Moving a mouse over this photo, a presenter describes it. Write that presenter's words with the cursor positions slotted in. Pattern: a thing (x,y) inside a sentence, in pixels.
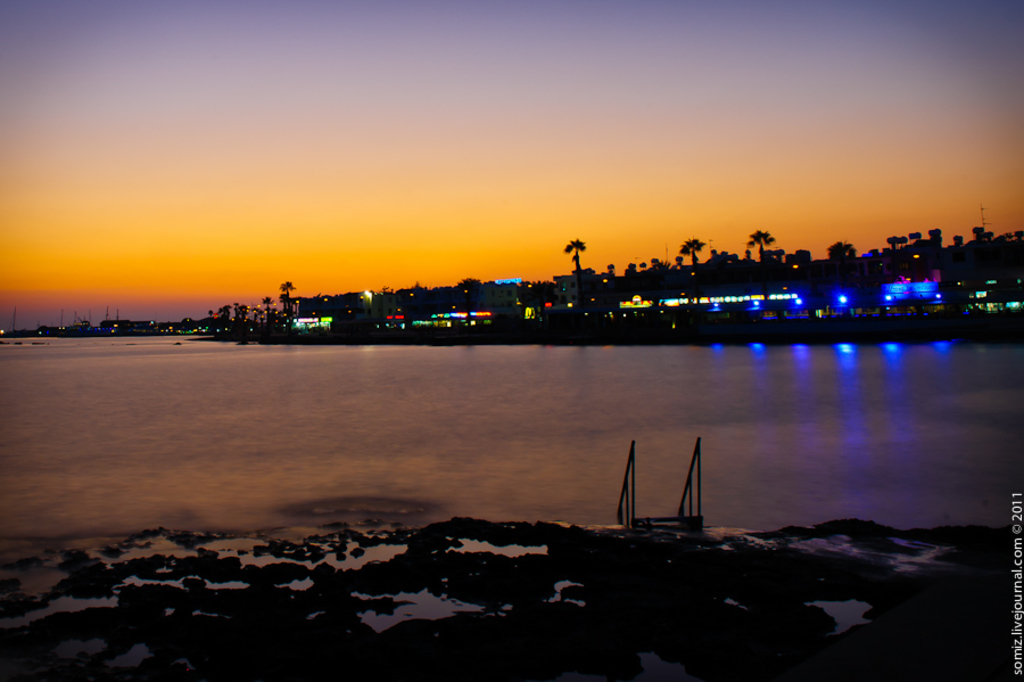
In this image there is the sky (477,144) towards the top of the image (507,121), there are trees (694,245), there are buildings (656,268), there are lights (892,293), there are objects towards the left of the image (15,309) that looks like a pole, there is water (252,427) towards the left of the image (105,388), there is ground (598,637) towards the bottom of the image (280,653), there is text (1019,661) towards the right of the image (1014,510), there is number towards the right of the image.
